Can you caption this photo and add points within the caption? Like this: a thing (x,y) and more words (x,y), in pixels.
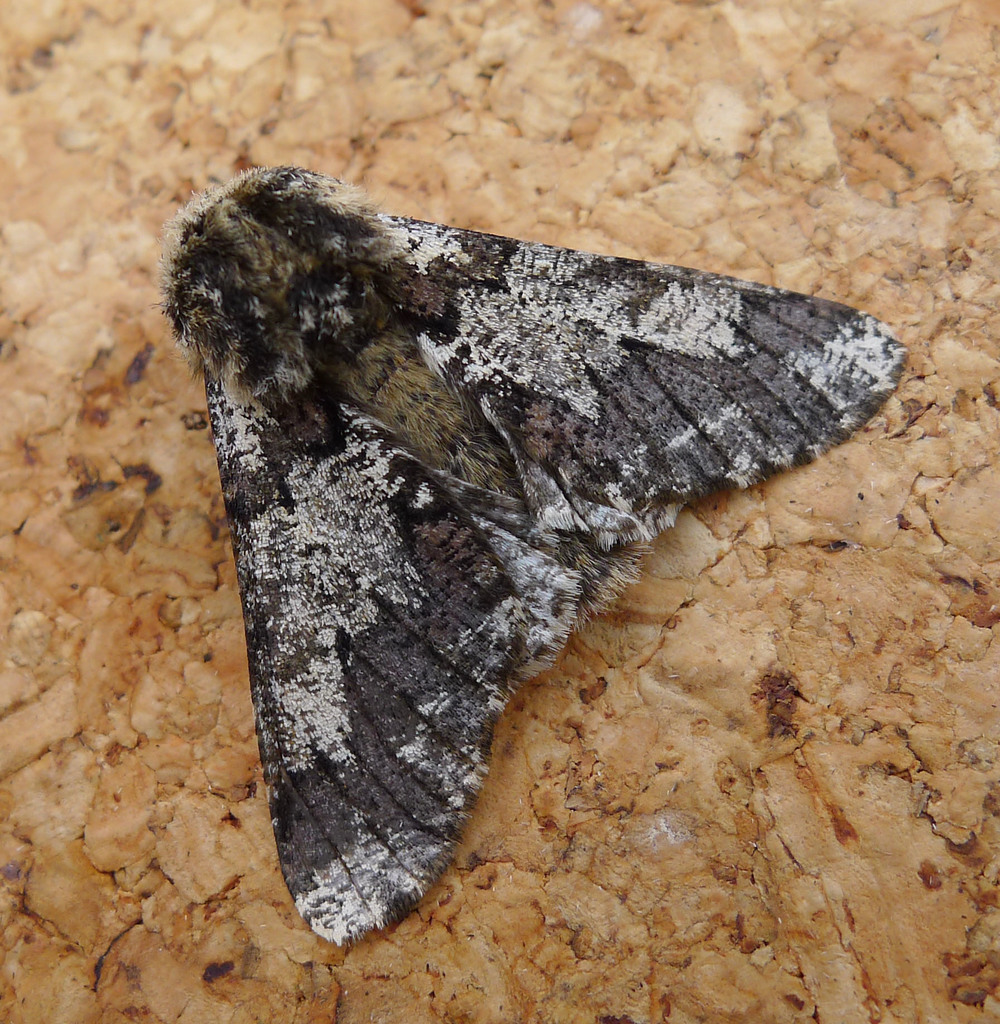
In this image we can see a moth (462,465) on the wooden surface (725,898).
